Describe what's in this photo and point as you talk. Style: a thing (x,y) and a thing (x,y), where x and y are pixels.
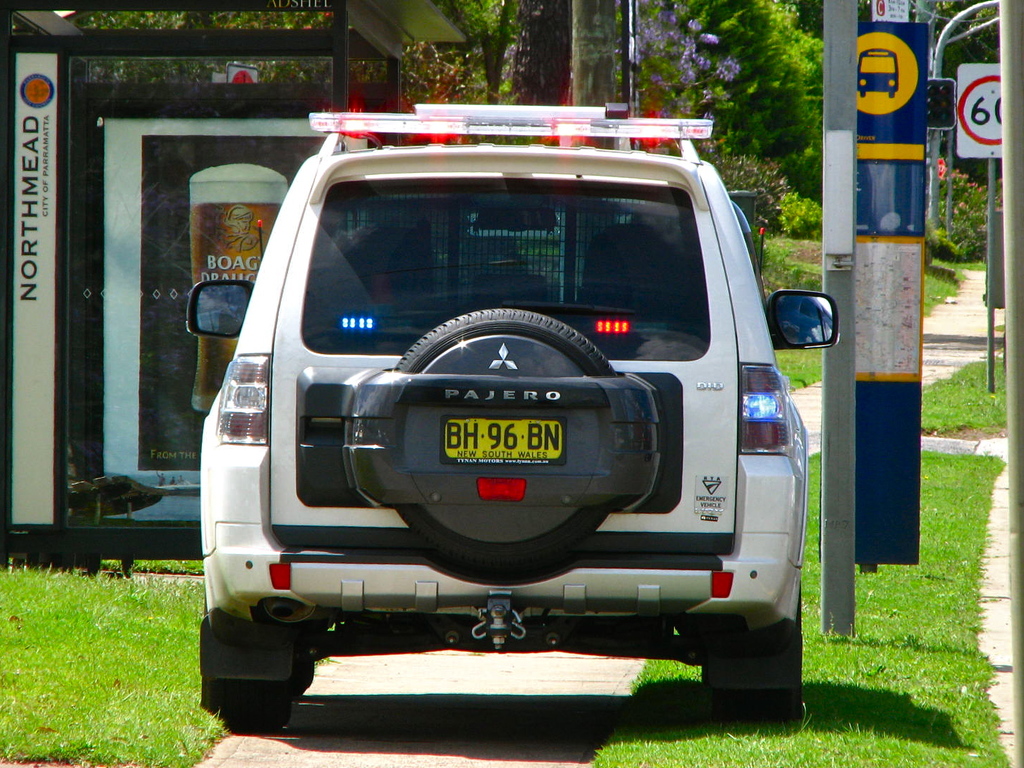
In this image we can see a vehicle (694,313) with a set of lights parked on the ground (834,706). In the background (222,180), we can see a banner (262,180) with some text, a group of trees (763,53) and a sign board (980,140).
